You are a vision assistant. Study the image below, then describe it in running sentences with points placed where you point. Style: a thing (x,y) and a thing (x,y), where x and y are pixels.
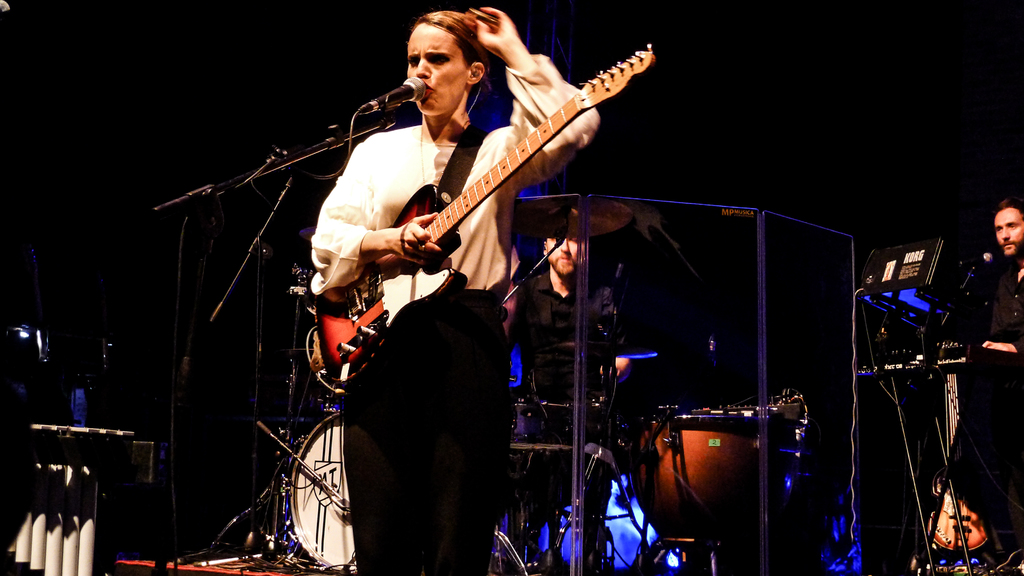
A woman (439,333) is holding guitar (448,274) and singing on mic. Behind her there are few people (550,292) playing musical instruments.
